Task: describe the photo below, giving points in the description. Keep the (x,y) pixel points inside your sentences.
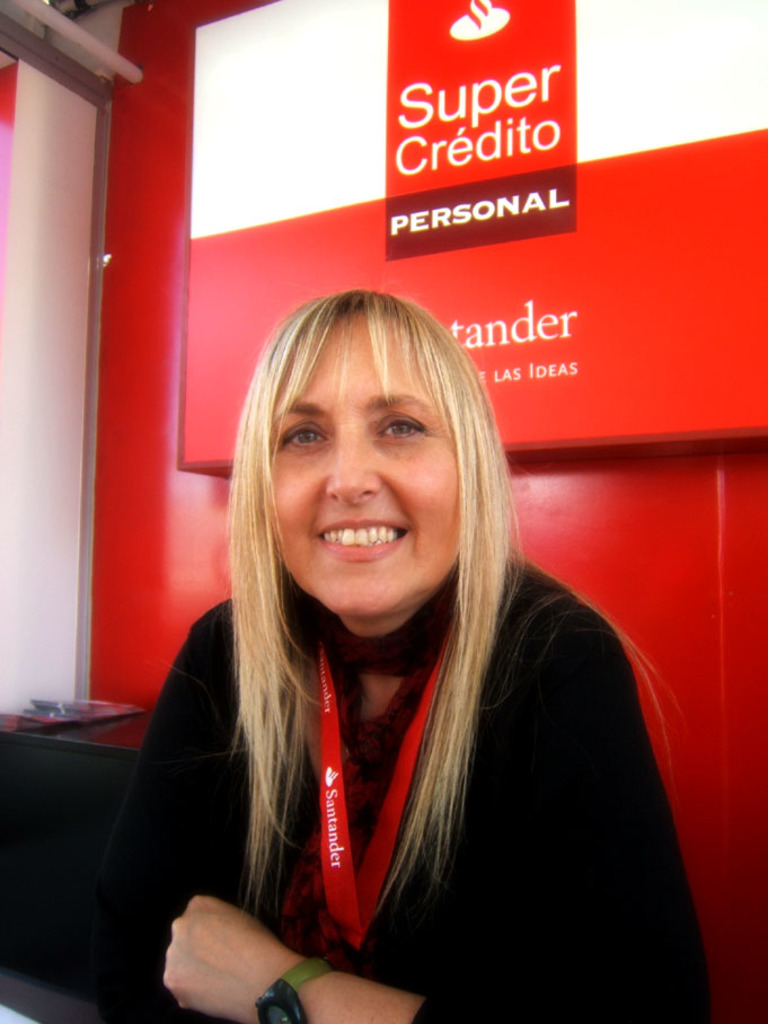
In this image we can see a woman (503,634) wearing a black dress (574,959) and a id card (381,847). In the background (239,177), we can see a screen (536,157) with some text (510,84) on it.
